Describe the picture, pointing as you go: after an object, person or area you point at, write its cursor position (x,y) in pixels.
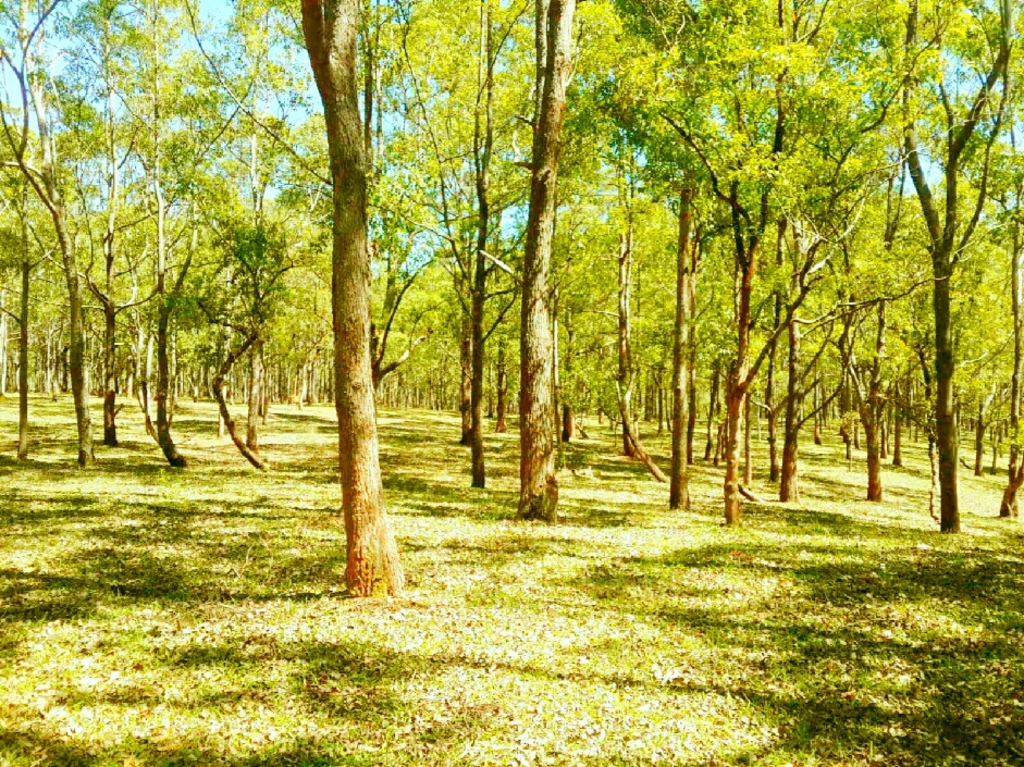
On the ground (240,526) there is grass (703,666). Also there are many trees (525,343). In the background (197,87) there is sky (115,97).
